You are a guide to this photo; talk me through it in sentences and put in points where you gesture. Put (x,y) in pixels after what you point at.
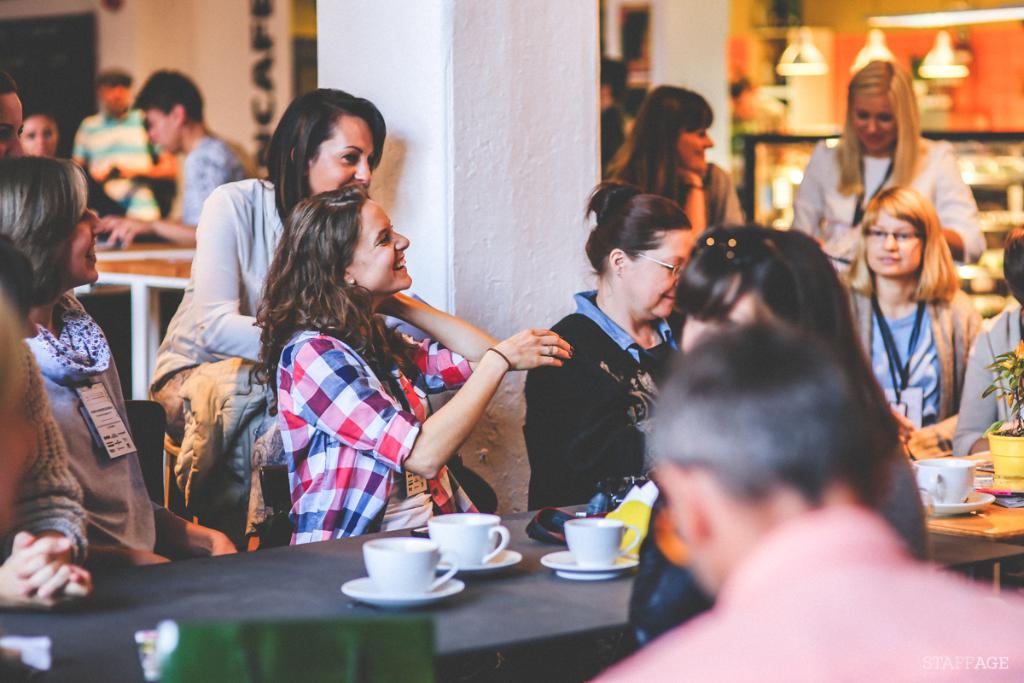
In this image i can see a number of persons (271,321) sitting around the table (263,588). And there is a beam (462,151) visible and in front of the table (259,576) a person (834,538) stand, on the table (507,581) there is a cups (464,560) and saucer (366,581), and there is a flower plant (1011,445) kept on the right side (997,447) corner.
